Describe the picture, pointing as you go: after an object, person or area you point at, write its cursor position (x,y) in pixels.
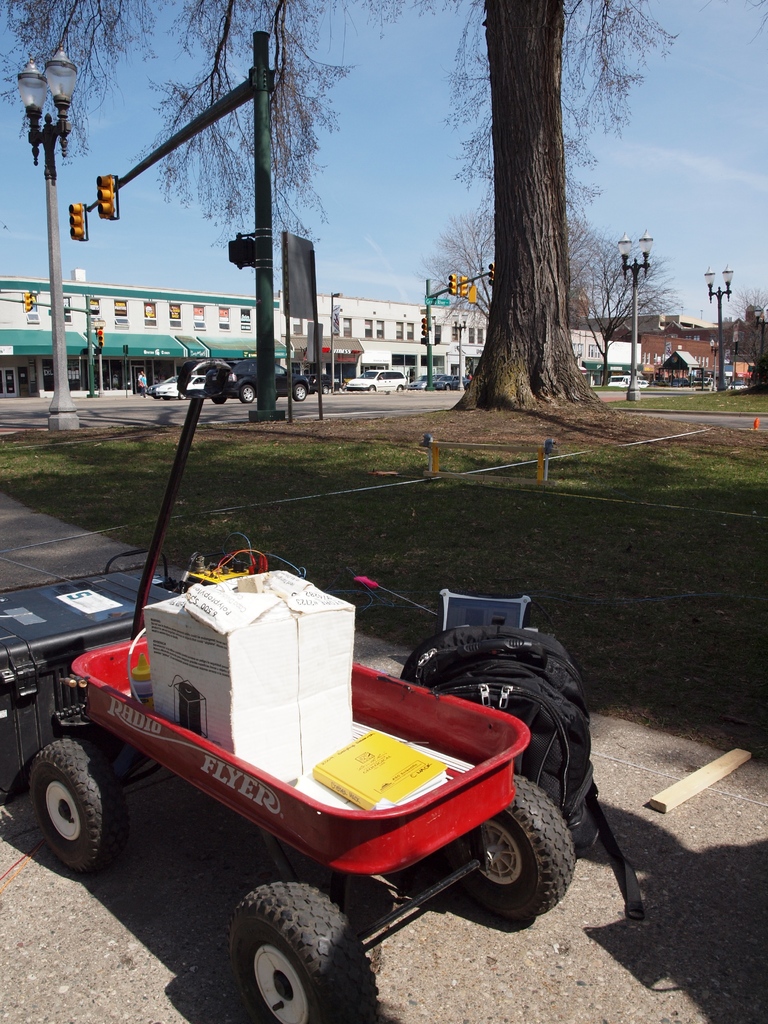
In this image there is a box (194,701) and a book (392,789) on the vehicle (383,848). Beside the vehicle (502,771) there is a bag (424,678) and there is some object (52,598). In the background of the image (379,394) there are cars (400,375) on the road (418,403). There are traffic signals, street lights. There are buildings (299,344), trees (568,190) and sky (696,102).
